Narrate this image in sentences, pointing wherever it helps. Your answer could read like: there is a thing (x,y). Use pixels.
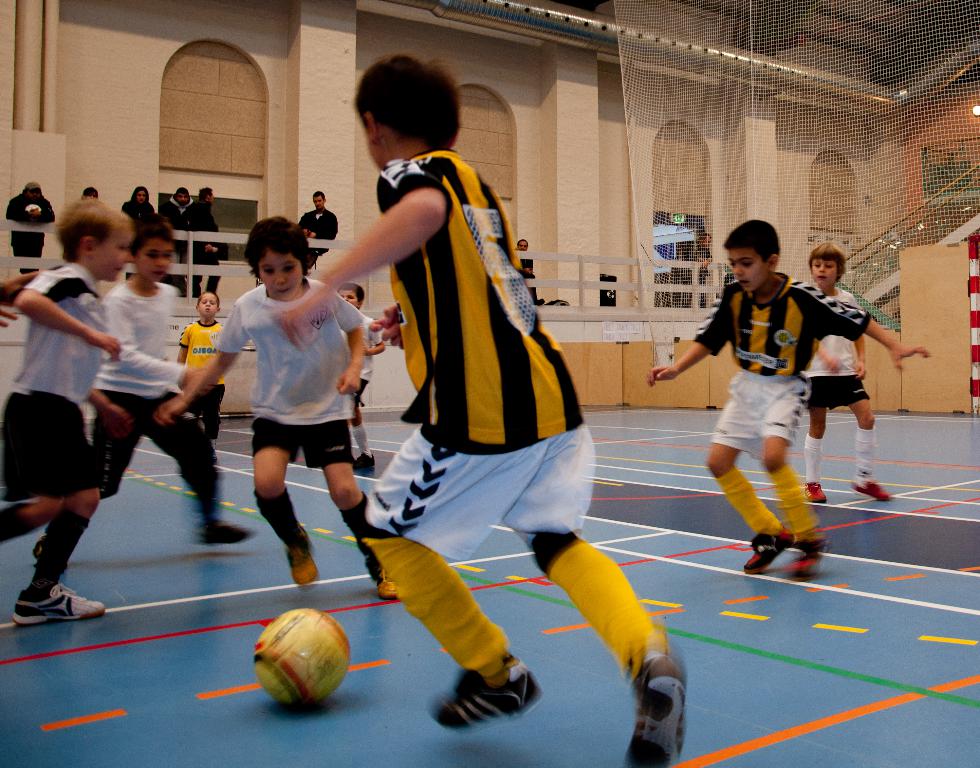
In the picture we can see group of kids (421,413) wearing sports dress (314,408) playing football, there is ball (323,619), on right side of the picture (664,261) there is net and in the background of the picture (221,247) there are some persons (185,230) standing behind railing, there is a wall (274,141).
